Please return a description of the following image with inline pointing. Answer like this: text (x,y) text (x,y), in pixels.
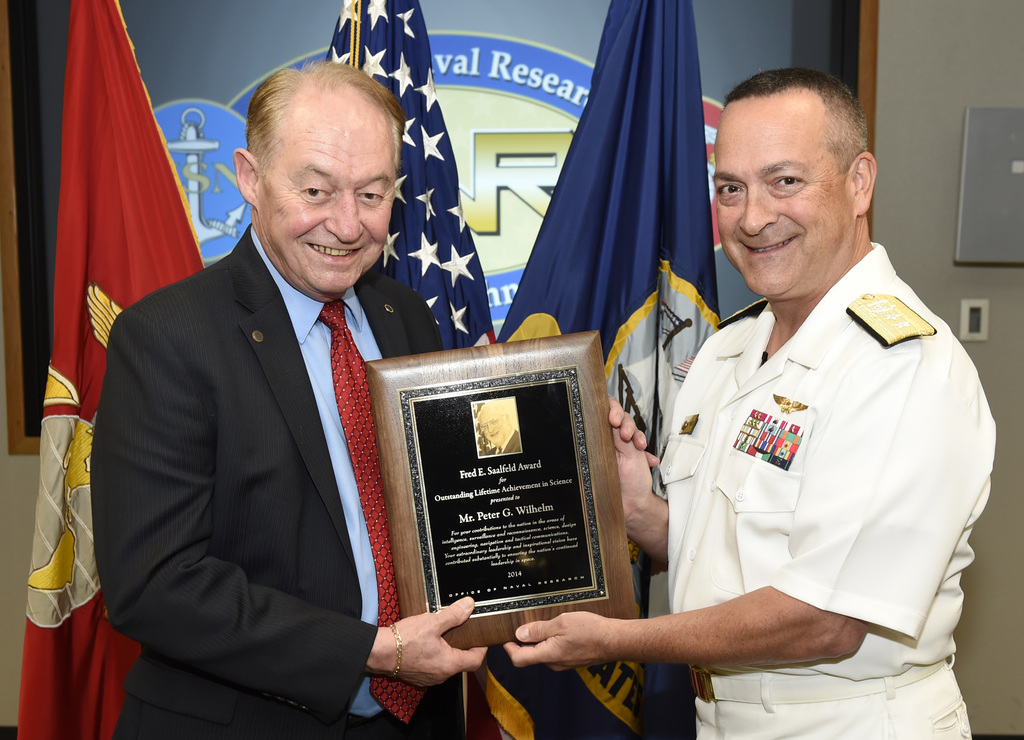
In this image, on the right side (758,346), we can see a man (817,420) wearing a white color dress (866,498) is holding a frame (571,375) on his hand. On the left side (238,354), we can also see another man (272,362) wearing black color suit (281,407) is holding a frame (588,412) in his hand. In the background (664,209), we can see some flags (703,210), board (709,166) and a wall (945,121) with some electronic instrument (985,114).
